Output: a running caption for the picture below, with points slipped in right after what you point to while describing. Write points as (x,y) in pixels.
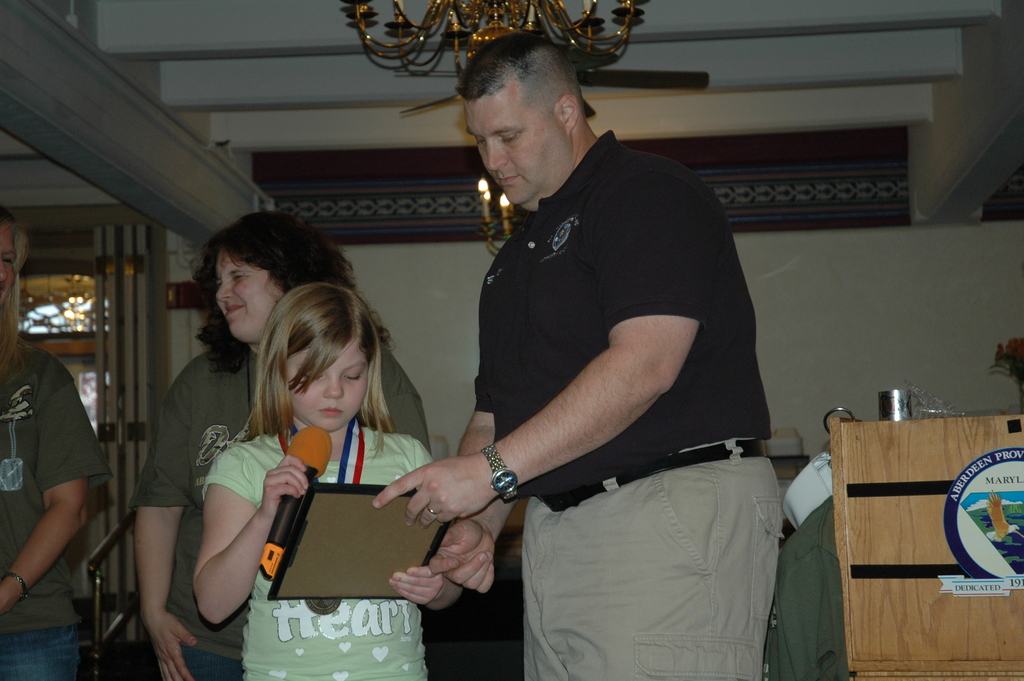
In this image we can see a girl (290,377). She is holding a mic (313,441) and an object (363,527) in her hand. Beside the girl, we can see a man (632,351) is standing. He is wearing a T-shirt (640,277) and pant (673,564). On the left side of the image (188,368), we can see two women (58,440). It seems like a podium (938,478) on the right side of the image (948,482). In the background (912,308), we can see the wall (404,279). At the top of the image (169,198), we can see chandelier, fan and roof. We can see a cloth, beside the podium (902,482). There is a railing (95,623) in the left bottom of the image (97,636).
